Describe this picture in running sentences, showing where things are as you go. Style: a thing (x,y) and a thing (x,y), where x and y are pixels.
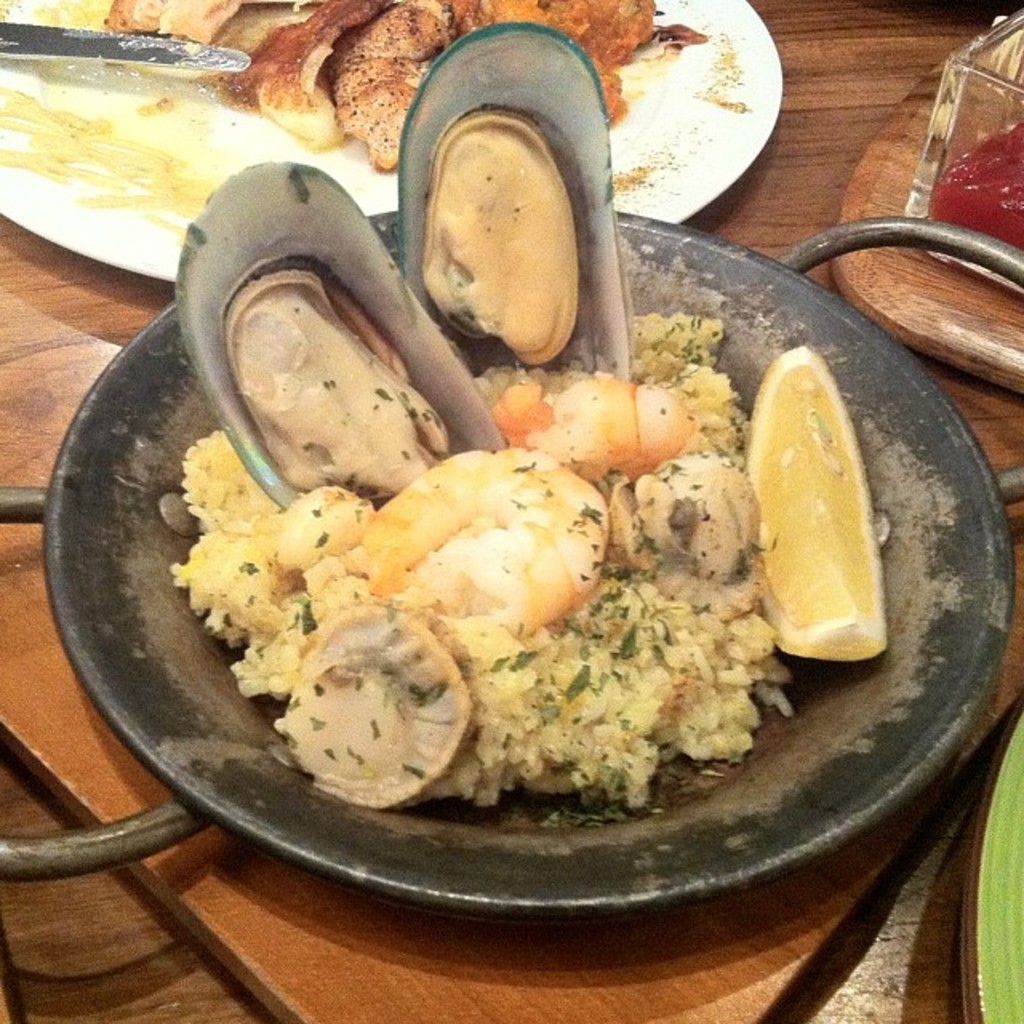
In this image, we can see a plate (691,172) and dish (926,617) on the table (349,987) contains some food (422,482).
